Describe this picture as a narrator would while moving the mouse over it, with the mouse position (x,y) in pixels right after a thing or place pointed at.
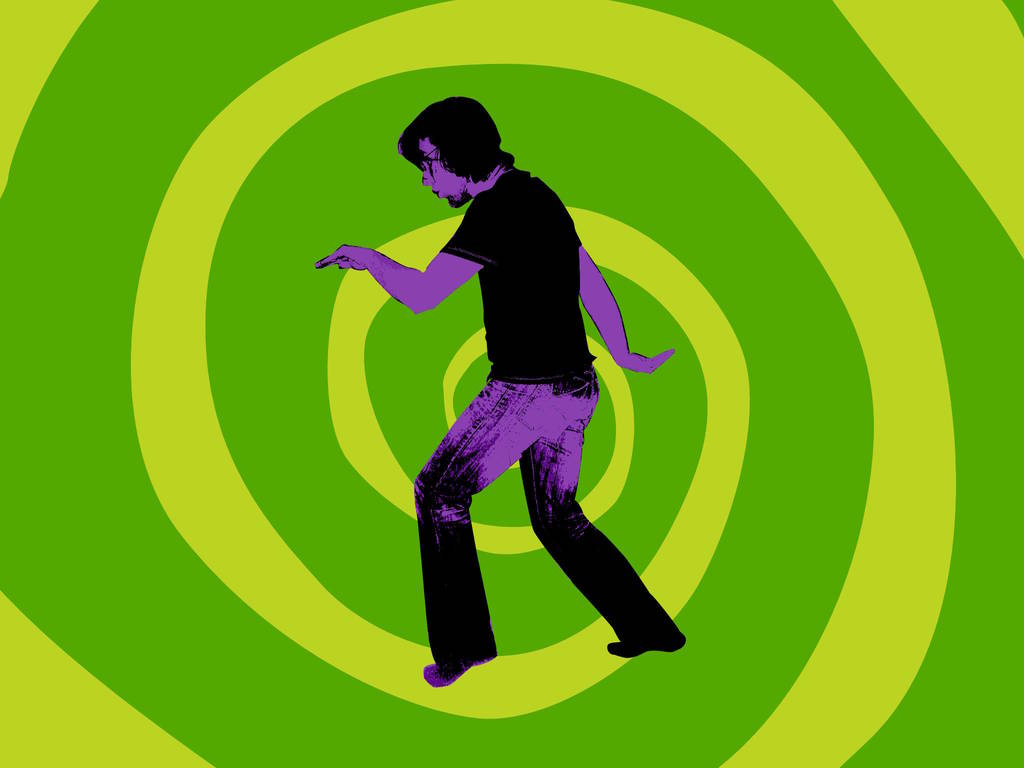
This is an animated image, we can see a person (487,277) standing and there is a green background (532,596).
